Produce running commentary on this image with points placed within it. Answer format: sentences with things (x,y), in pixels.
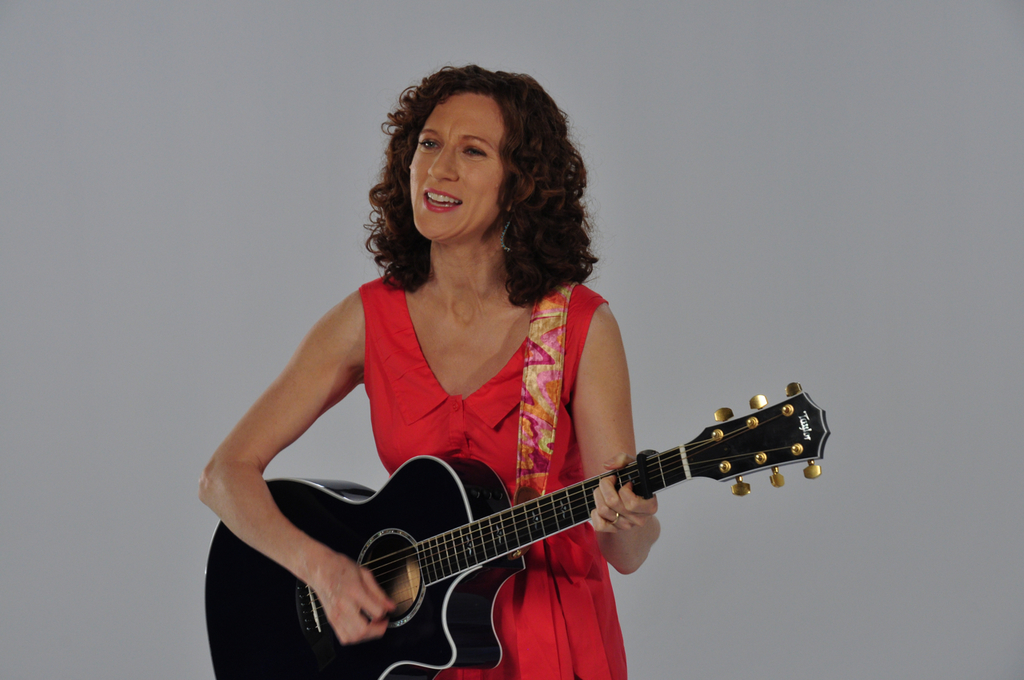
She is standing in the middle of the studio (351,407). She is playing guitar (470,508). She is holding guitar (635,479). She is singing. And she is wearing red color dress (435,394).
